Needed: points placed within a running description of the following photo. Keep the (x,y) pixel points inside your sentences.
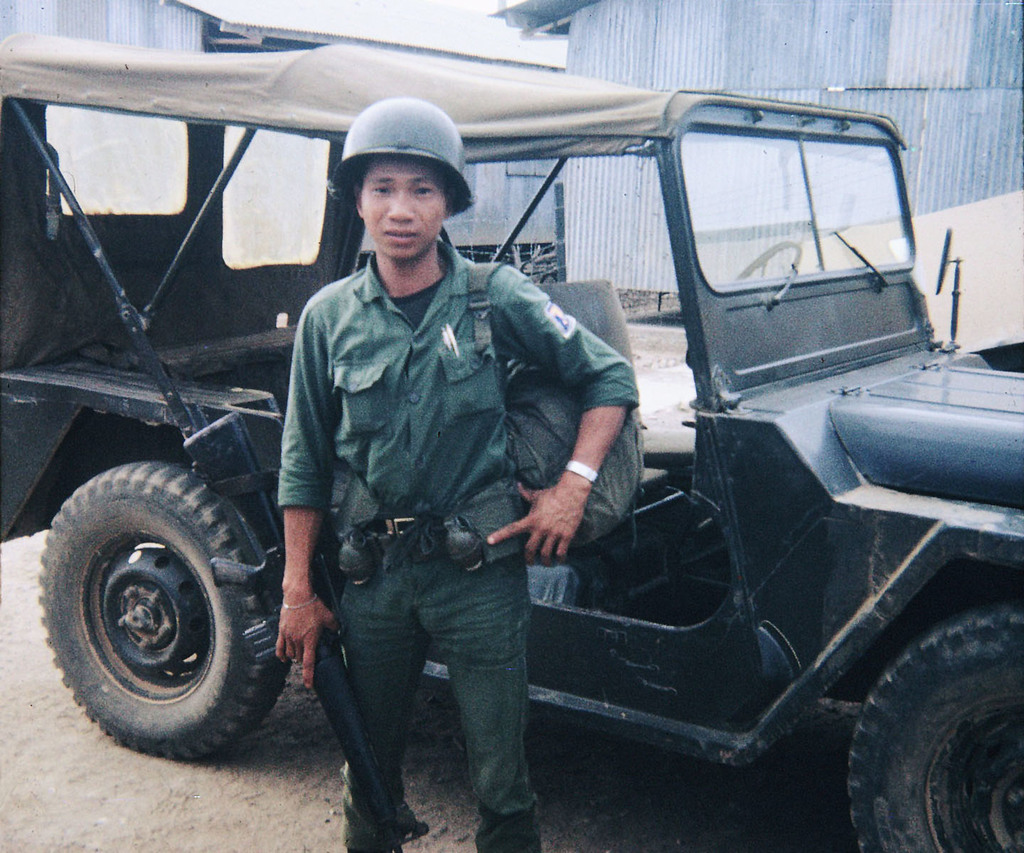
The man (354,413) in the uniform (444,494) who is wearing a helmet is standing and he is holding something in his hand (316,616). Behind him, we see a jeep (821,433) in black color. Behind that, there are buildings (769,39) and shed (753,39). At the bottom of the picture (128,750), we see the sand (192,823).
